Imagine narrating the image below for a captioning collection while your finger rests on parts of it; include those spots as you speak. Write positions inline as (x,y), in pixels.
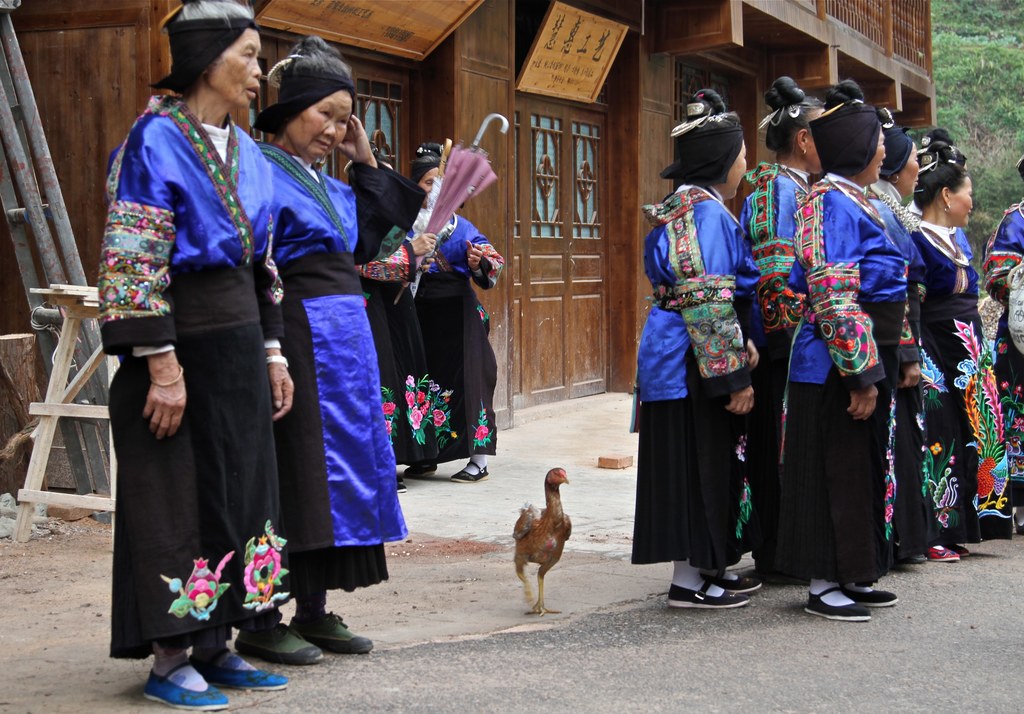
In this image there are group of people (195,322) standing, and one woman (434,295) is holding an umbrella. In the background (490,104) there is a house (526,325) and some boards (417,47), on the boards (536,64) there is text (578,68). On the left side (48,409) there is a stool (48,423) and some poles (44,245), on the right side (993,94) there are some trees (993,101) and at the bottom (1013,620) there is a road (993,620) and in the center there is one hen (543,525).
